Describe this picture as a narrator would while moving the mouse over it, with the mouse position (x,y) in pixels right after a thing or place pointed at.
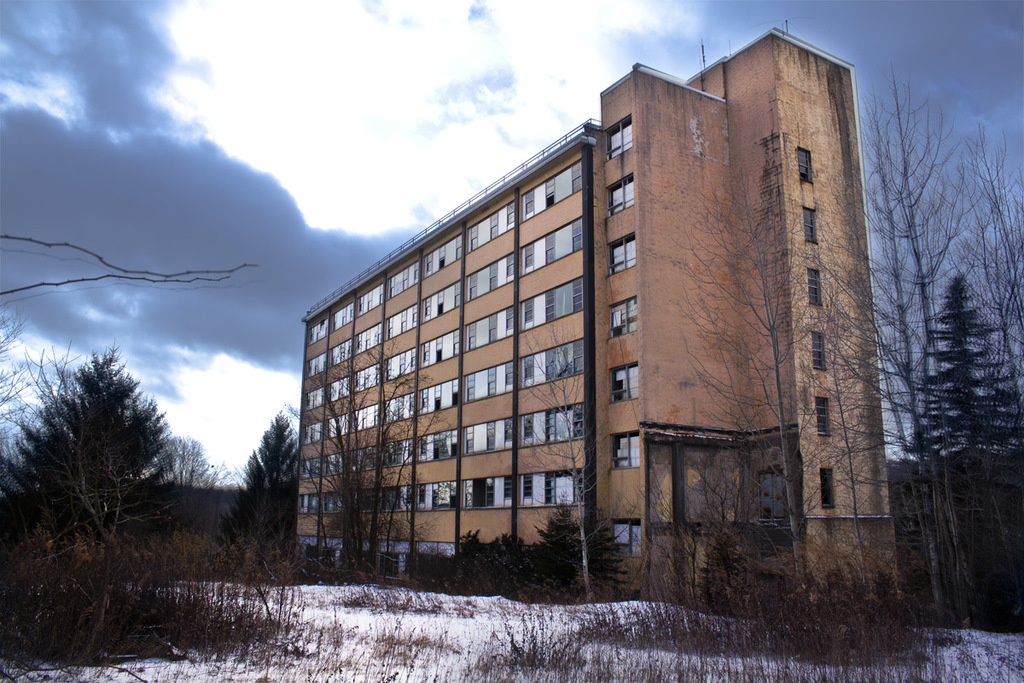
There are some trees (293,525) as we can see at the bottom of this image (263,525), and there is a building (607,493) in the middle of this image (558,252), and there is a cloudy sky (330,126) at the top of this image (257,178).
